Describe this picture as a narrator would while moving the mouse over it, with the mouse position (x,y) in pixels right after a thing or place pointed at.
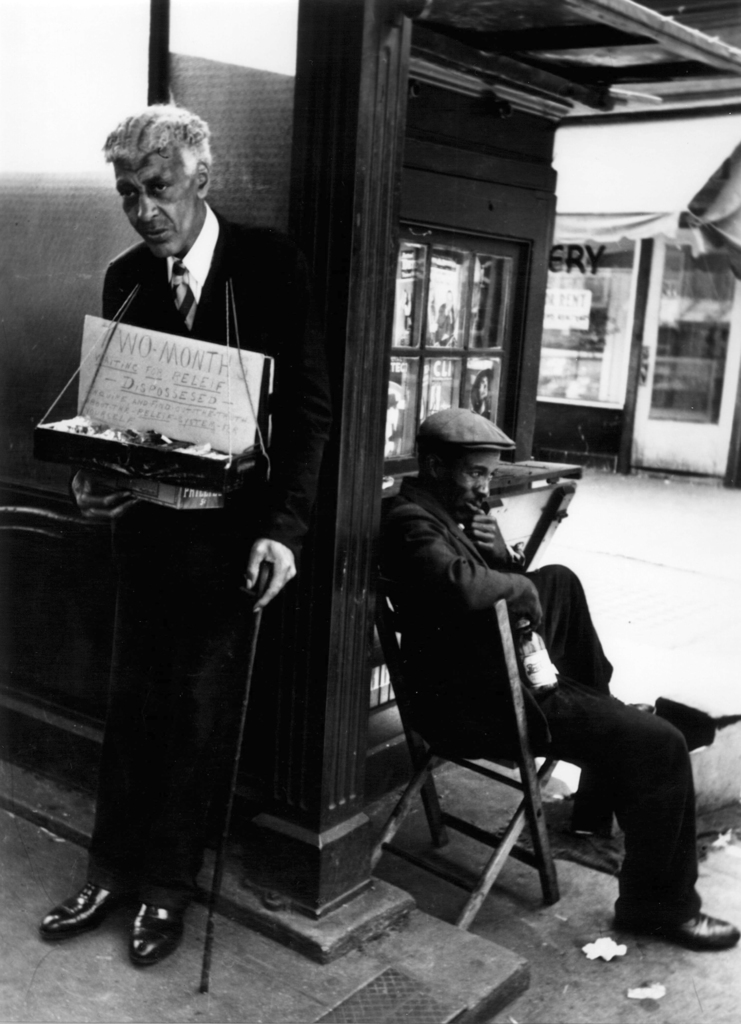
In this image we can see two persons (251,565) wearing black color suit (210,306) and one of the person (223,531) carrying some food tray (186,482) standing and leaning to the wall (213,131), holding a stick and a person (456,546) sitting on a chair (543,801) and in the background of the image (555,239) there is some store (615,319).
